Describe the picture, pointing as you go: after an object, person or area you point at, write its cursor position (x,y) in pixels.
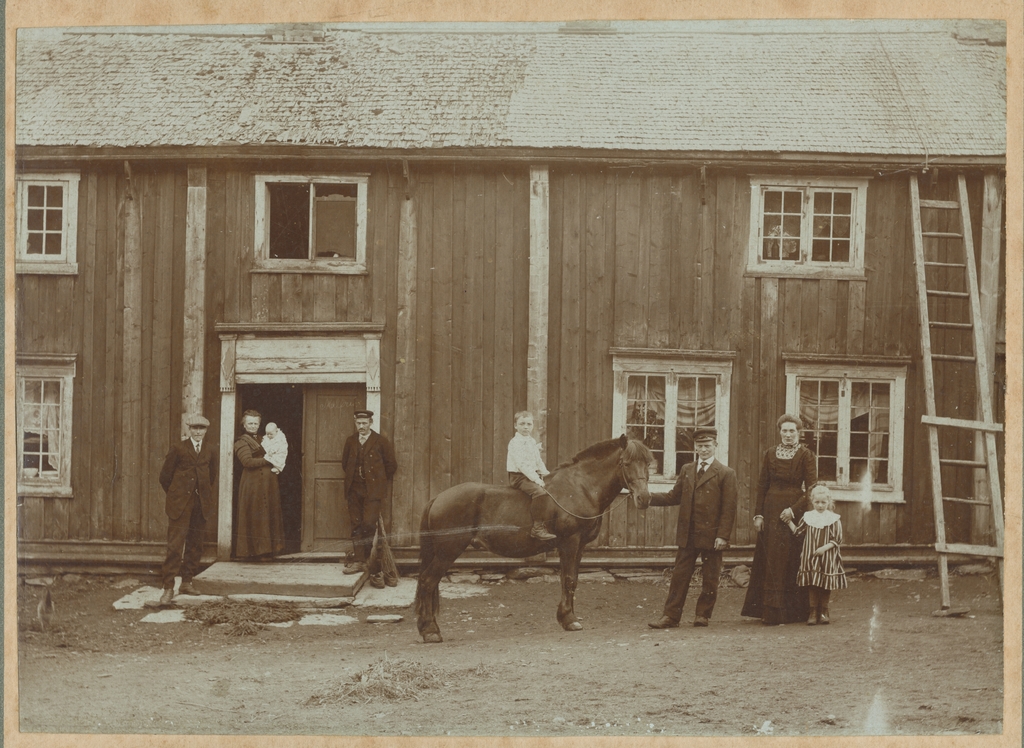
In this picture we can see persons (169,459) standing and here boy (538,463) sitting on horse (515,531) and this person (671,491) is touching it and in background (270,151) we can see house (435,109) with windows (351,251), ladder (947,237) to it.
